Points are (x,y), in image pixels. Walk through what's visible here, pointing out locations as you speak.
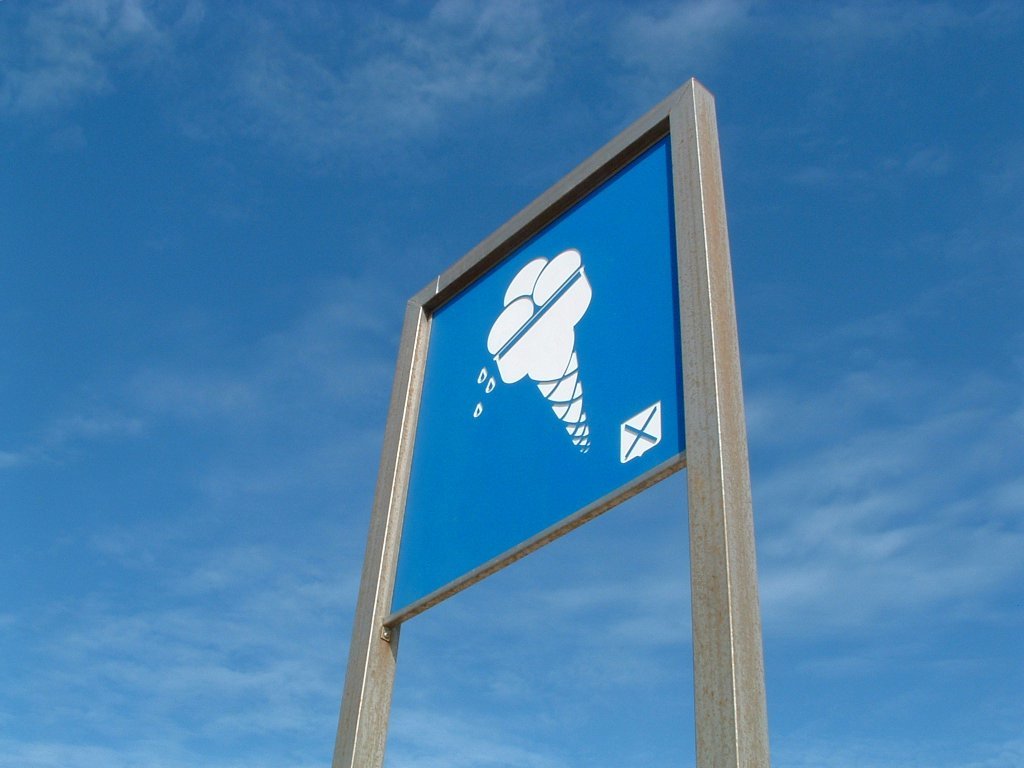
This image is taken outdoors. At the top of the image (229,177) there is the sky (181,493) with clouds (224,625). In the middle of the image (540,477) there is signboard (469,414) with an image of ice cream (540,355) and a cross symbol (631,419) on it.
